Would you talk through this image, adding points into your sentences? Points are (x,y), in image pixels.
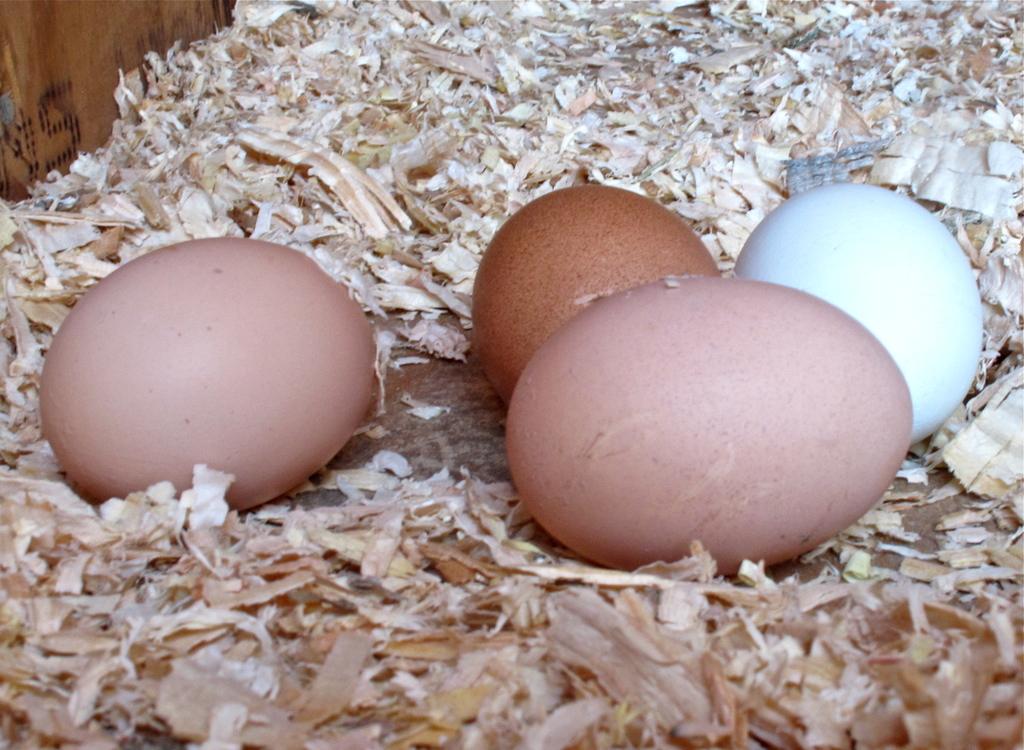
In this image we can see some eggs (670,423) placed on the surface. We can also see the saw dust (588,630) around them and a wooden board (18,14) with some text (61,149) on it.
